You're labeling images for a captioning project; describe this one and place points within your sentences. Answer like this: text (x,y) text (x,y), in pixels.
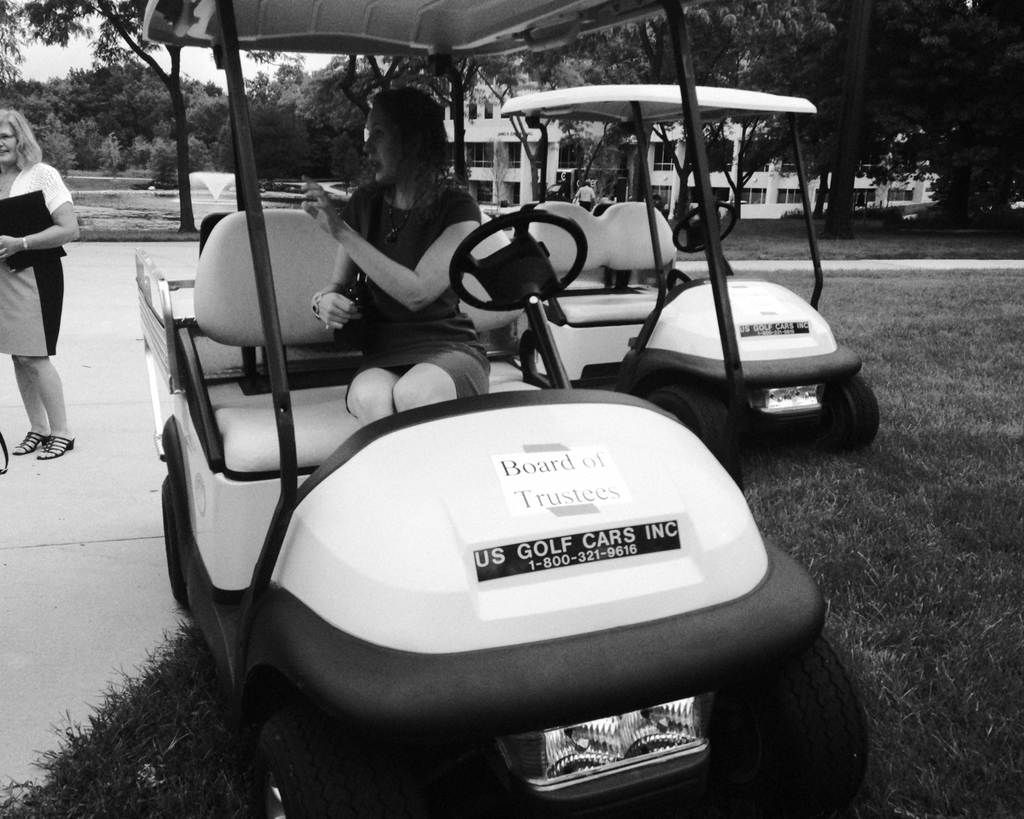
In this image I can see a person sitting in the vehicle (221,285). Background (15,164) I can see the person (50,180) standing, few vehicles (565,329), trees (313,126) and sky (204,73), and the image is in black and white.
